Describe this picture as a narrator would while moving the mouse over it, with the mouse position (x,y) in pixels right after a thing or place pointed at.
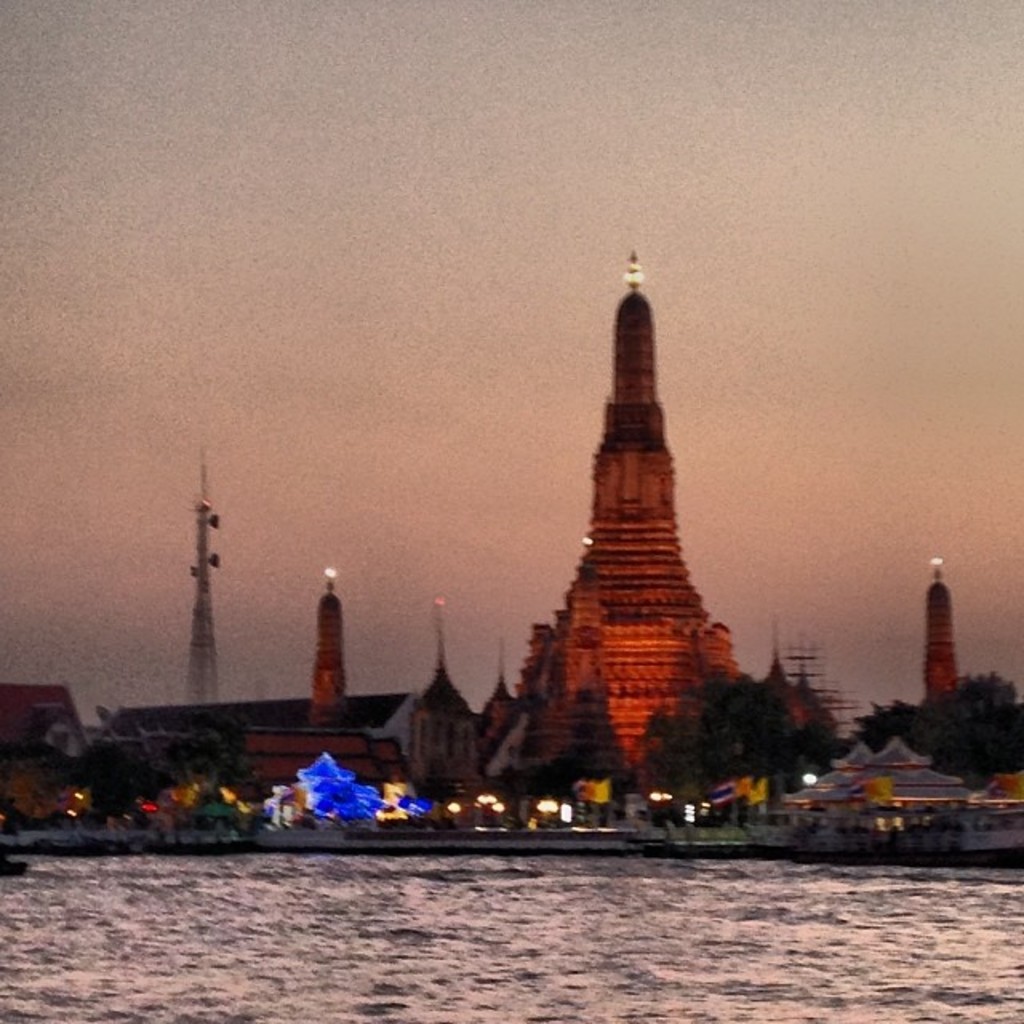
In this image there is a temple (633,601) and a light (630,278) attached at the top (636,317). And there are a water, Buildings (41,711) and trees (137,784). And at the top (325,226) there is a sky (180,119).
